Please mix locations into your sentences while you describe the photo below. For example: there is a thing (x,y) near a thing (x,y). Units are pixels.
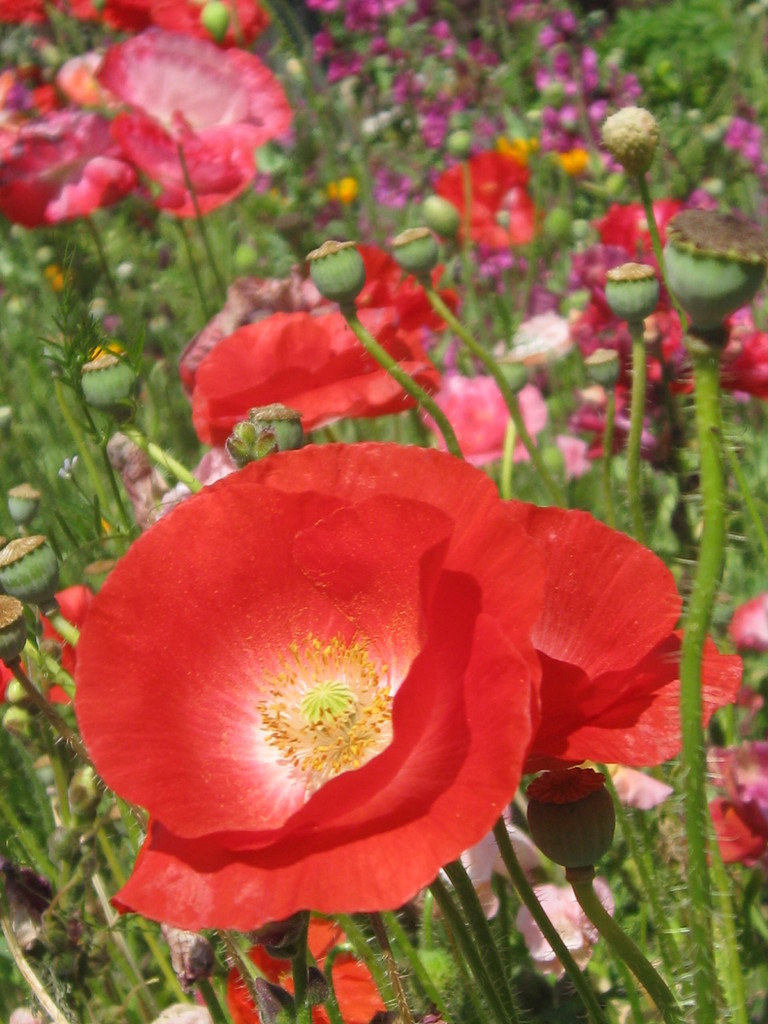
In the picture there are flowers (754,649) and buds (104,386) present to the plants (357,780).
